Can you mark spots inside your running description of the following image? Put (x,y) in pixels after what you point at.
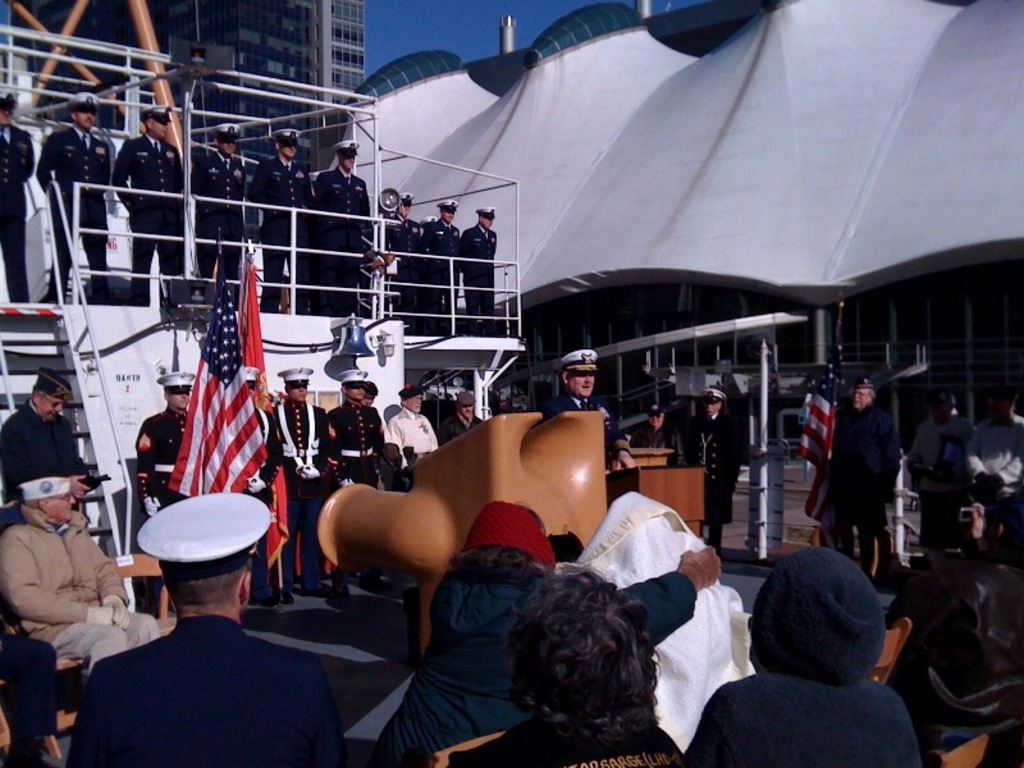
In this image we can see a group of people (952,475) standing on the ground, some people (418,437) are wearing caps (215,560). In the center of the image (652,482) we can see some flags (278,546), a podium (647,494), a bell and the lamp (382,345) on the wall (292,355). On the left side of the image (52,303) we can see staircase (54,316), railing (78,286). In the foreground of the image (961,624) we can see some people (949,633) sitting on chairs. In the background (970,226), we can see buildings (988,228), poles (176,114) and the sky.
